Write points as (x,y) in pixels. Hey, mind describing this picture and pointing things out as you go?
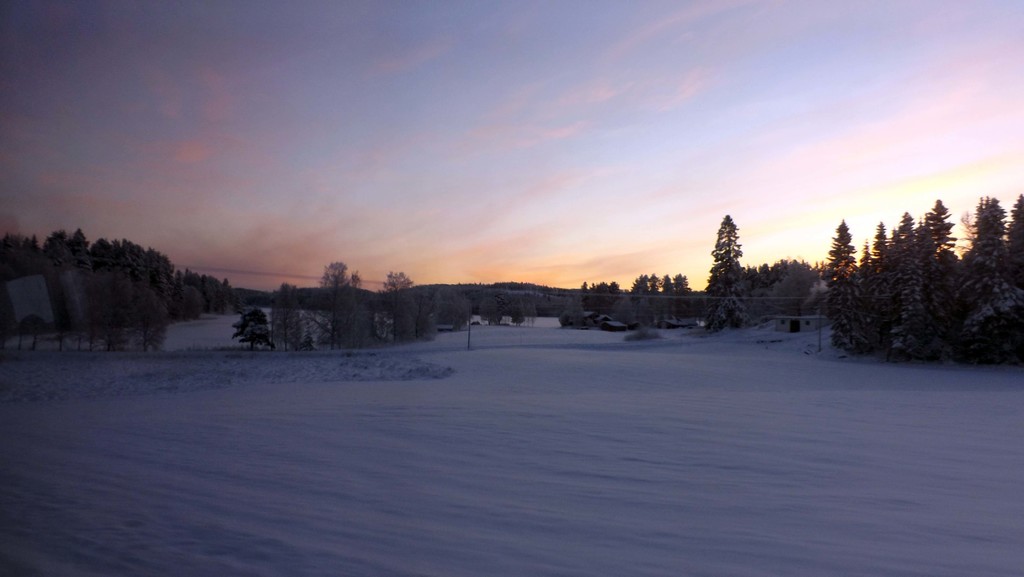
In this image we can see snow (178,467) on the ground (247,368), poles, houses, trees (501,301), objects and clouds (361,185) in the sky (333,261).
